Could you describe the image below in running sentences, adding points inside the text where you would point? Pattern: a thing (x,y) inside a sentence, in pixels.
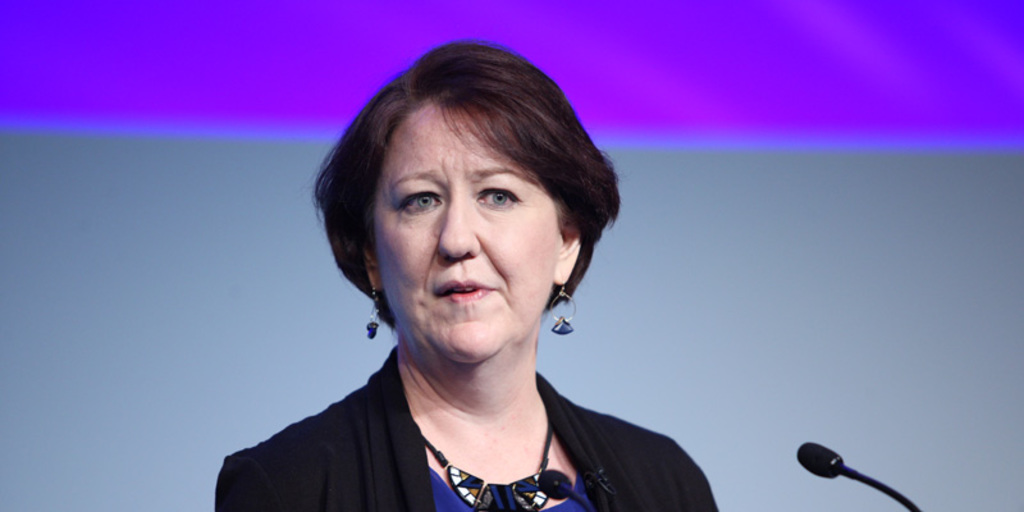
There is a woman (566,168) in a black color jacket (366,425), speaking in front of a mic (829,457). And the background (858,430) is violet and gray color combination.
